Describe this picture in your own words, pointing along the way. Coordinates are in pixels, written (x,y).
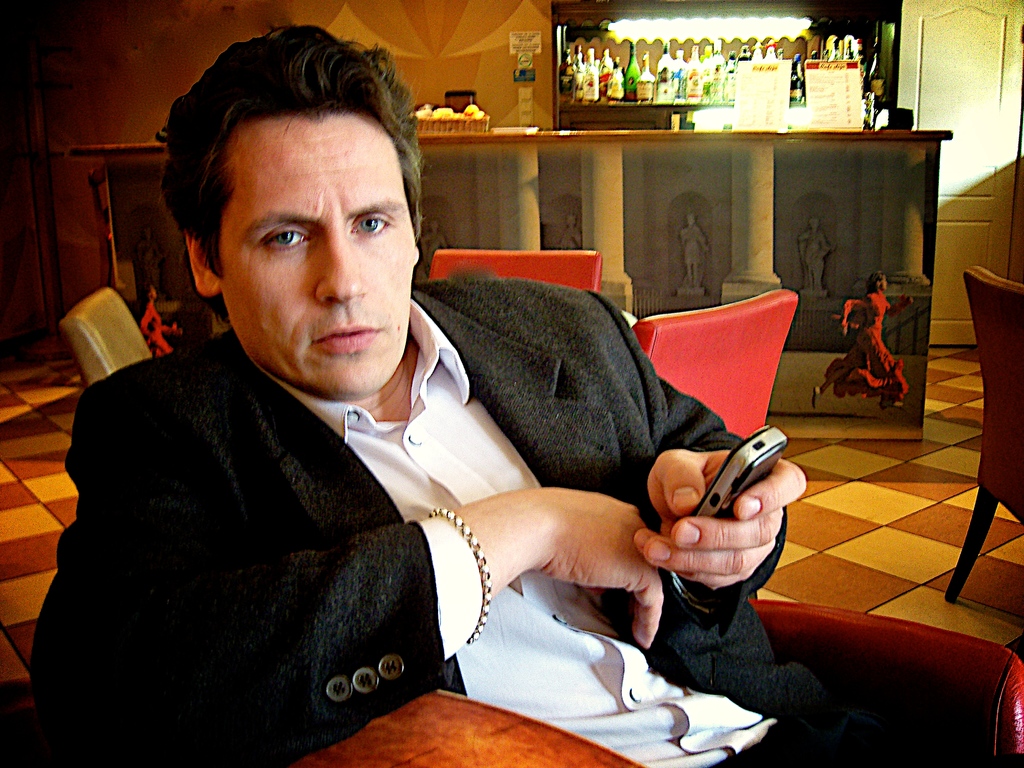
In this picture man (457,534) is sitting on a sofa (894,689) holding a mobile (708,513) in his hand (698,499). In the background (533,264) there are empty chairs (584,264), wall (530,104), table (712,152) and group of bottles (643,81) on the table (728,146).
